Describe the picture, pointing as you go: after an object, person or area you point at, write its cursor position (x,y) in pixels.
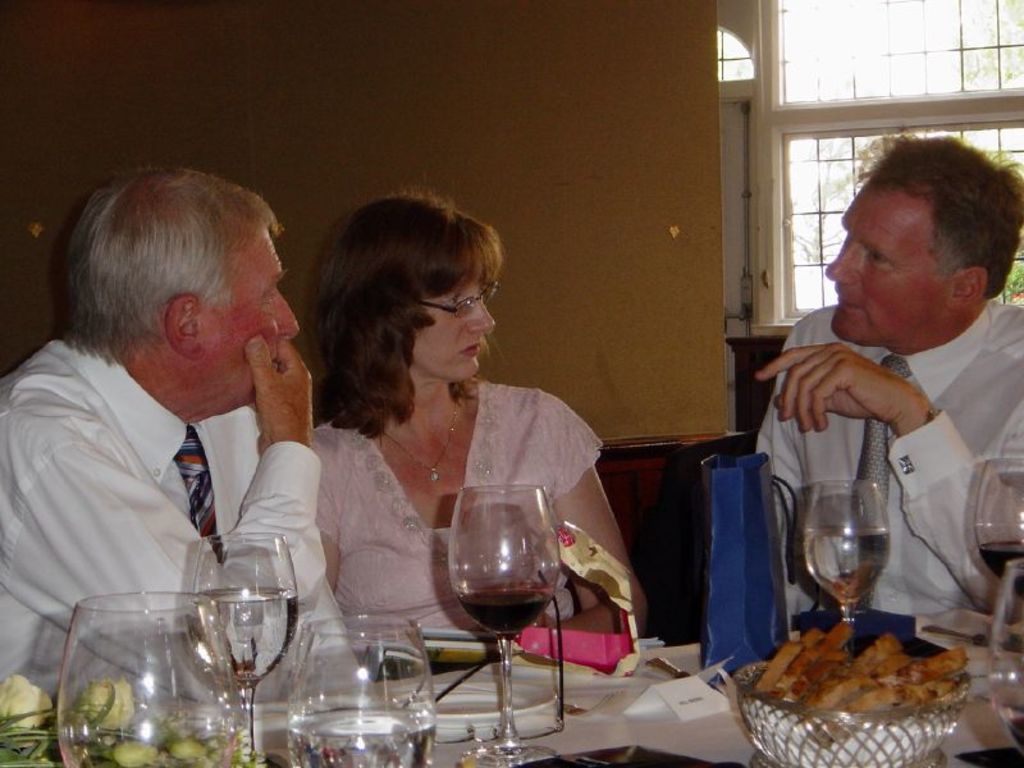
In this image I can see three persons (120,345). There are few food items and glasses (514,669) on the table (606,719). In the background (835,50) I can see a window (766,120).
